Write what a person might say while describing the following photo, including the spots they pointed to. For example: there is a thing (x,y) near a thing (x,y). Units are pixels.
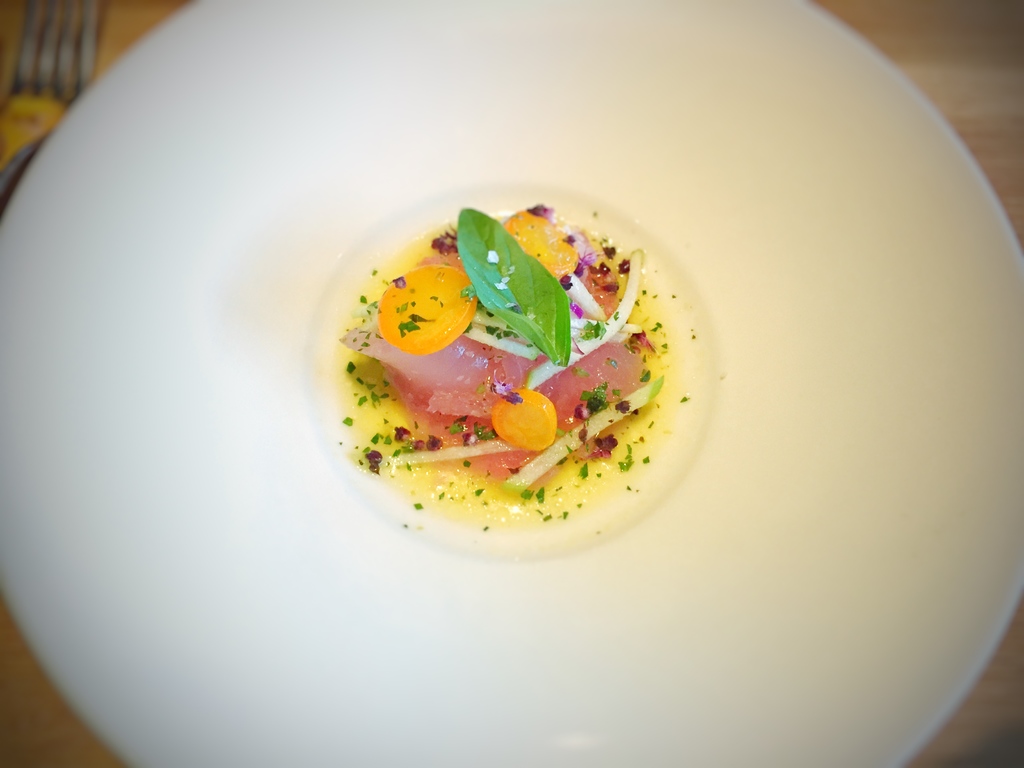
This is the image of a plate (351,484) in which there is some food item (521,401).
